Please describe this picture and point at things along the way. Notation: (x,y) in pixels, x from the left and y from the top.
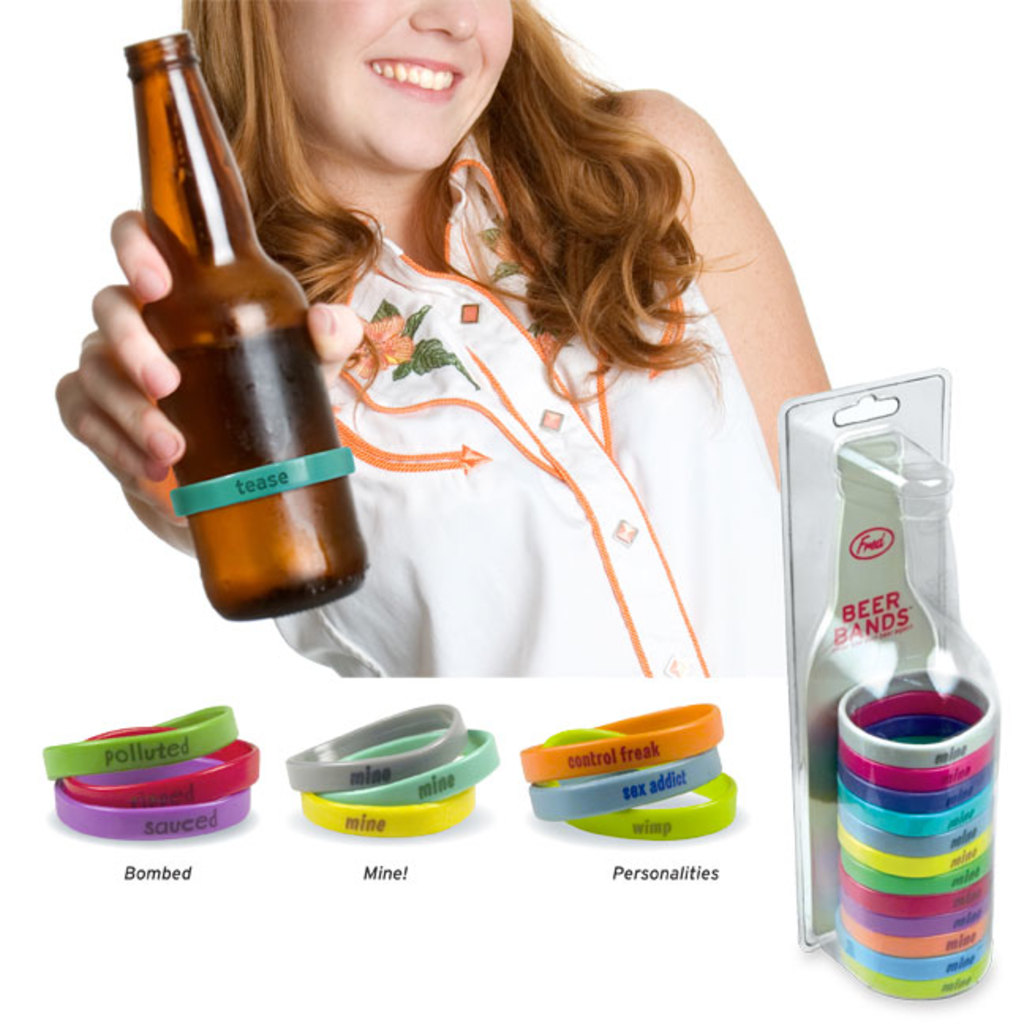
In a picture a woman (565,553) is present and holding a bottle (346,541) and in front of her there are some bands (649,792) and the bands (942,792) are packed in a plastic sheet (896,424).
